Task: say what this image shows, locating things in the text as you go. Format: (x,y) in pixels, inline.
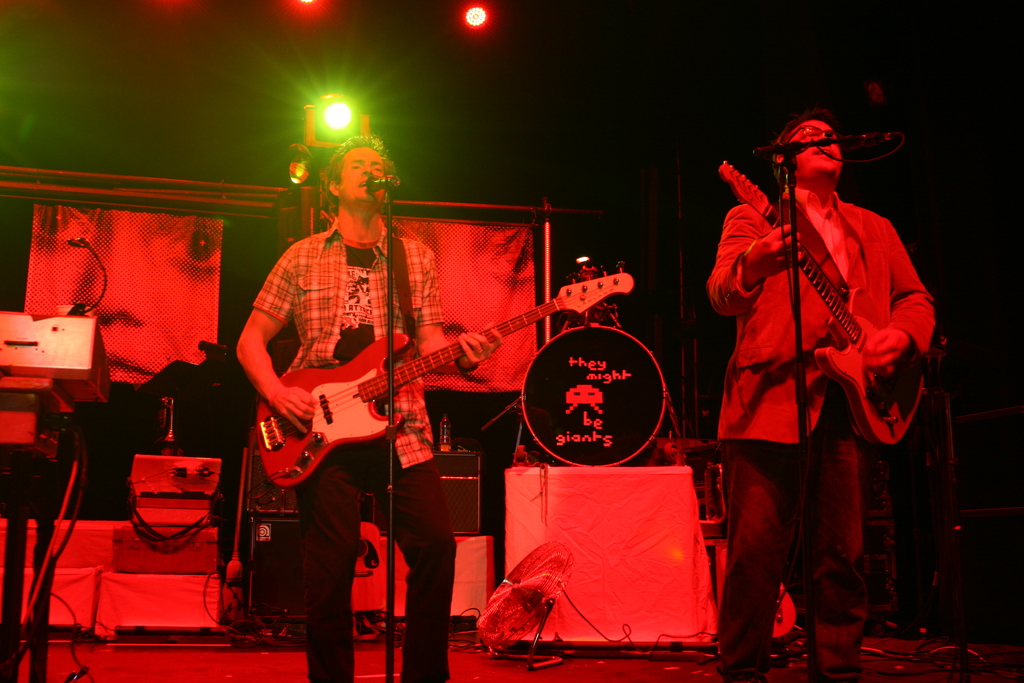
This is a picture taken on a stage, there are two persons (766,368) holding the guitars (855,342) and singing a song in front of this people (825,165) there is a microphone (863,135) with stand (388,378). Background of this people (324,482) there are music instrument (268,496) and a banner (198,254) with light (317,113).
